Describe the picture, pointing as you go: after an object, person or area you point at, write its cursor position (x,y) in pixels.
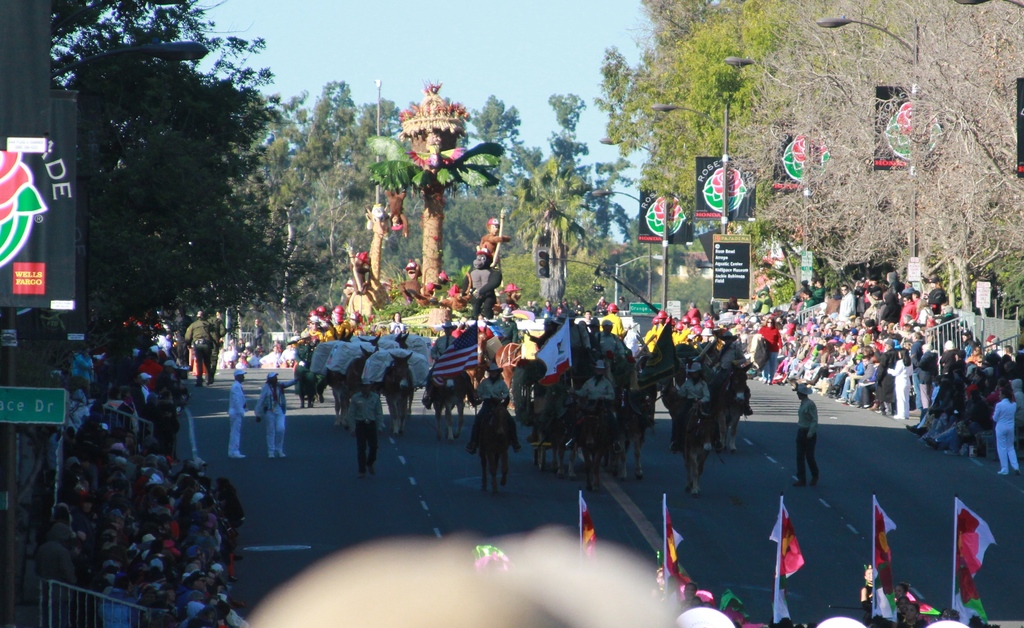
In this image few horses (542,448) are on the road (733,483). Few persons (486,384) are sitting on the horse (622,413). Two persons (488,398) are sitting on the horse (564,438) are holding flags (465,329). Few persons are walking on the road (844,455). Few persons (169,411) are sitting beside the road (933,480). Left side (23,401) there is a pole (12,372) having few boards (46,297) attached to it. Right side (727,208) there are few street lights (620,266) having boards (715,269) attached to it. Background (927,251) there are few trees (507,215). Bottom of image (957,507) there are few flags (792,552) attached to the poles (781,558). Behind it there are few persons (864,610).
